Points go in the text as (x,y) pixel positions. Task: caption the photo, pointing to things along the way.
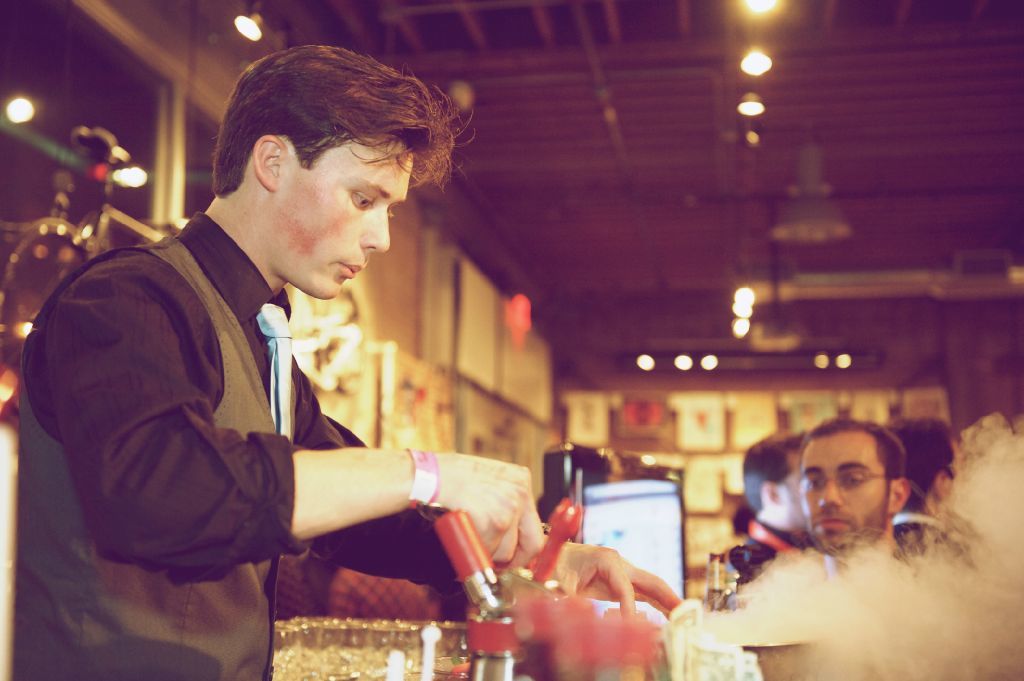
In this picture I can see man (255,615) and he is holding a object (493,641) and there are some glasses (403,635) arranged on the table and in the backdrop (426,377) I can see there is a wall (420,425) with some photo frames (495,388) and there are few people (792,480) sitting.
